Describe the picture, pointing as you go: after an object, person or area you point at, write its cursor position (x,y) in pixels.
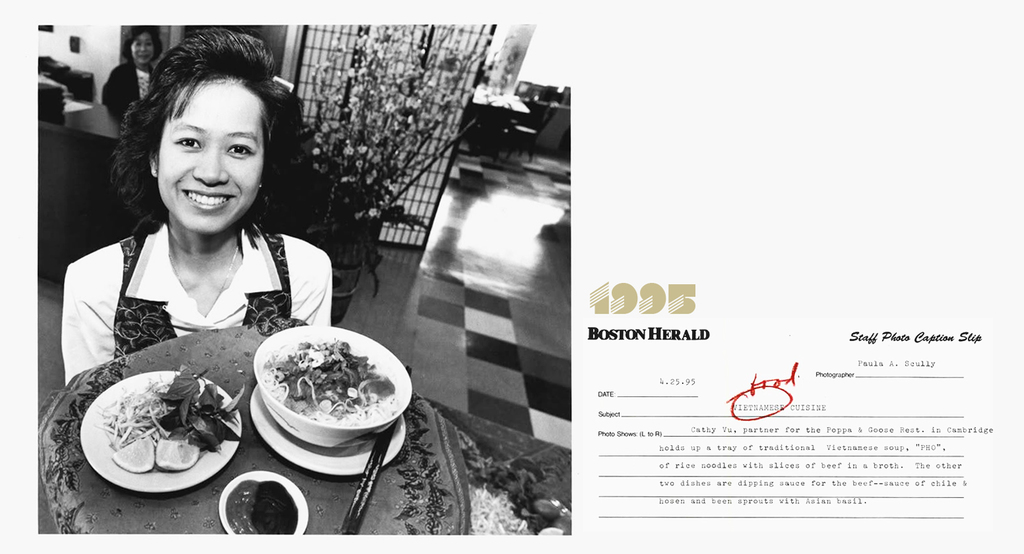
In this image we can see few people (233,244). We can see some food (200,429) on the plates (264,414) and some food (331,390) in the bowl (335,401). There are few chairs (515,121) and a table (490,115) in the image. There is some text (896,449) at the right side of the image (837,461). There are many flowers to a house plant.
